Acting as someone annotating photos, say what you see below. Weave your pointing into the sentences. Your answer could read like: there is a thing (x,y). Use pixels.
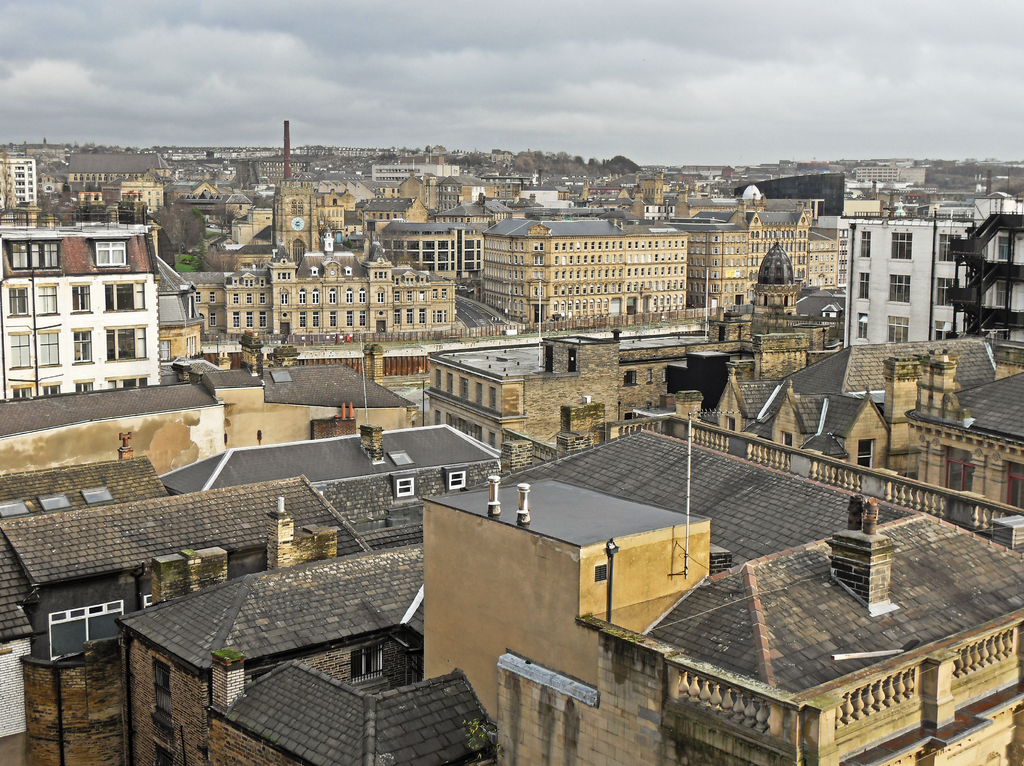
In this image we can see so many buildings (230,212), some trees (182,230), some poles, some objects (908,374) on the building (771,201), some plants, one board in the building (496,292) and at the top (929,81) there is the sky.
